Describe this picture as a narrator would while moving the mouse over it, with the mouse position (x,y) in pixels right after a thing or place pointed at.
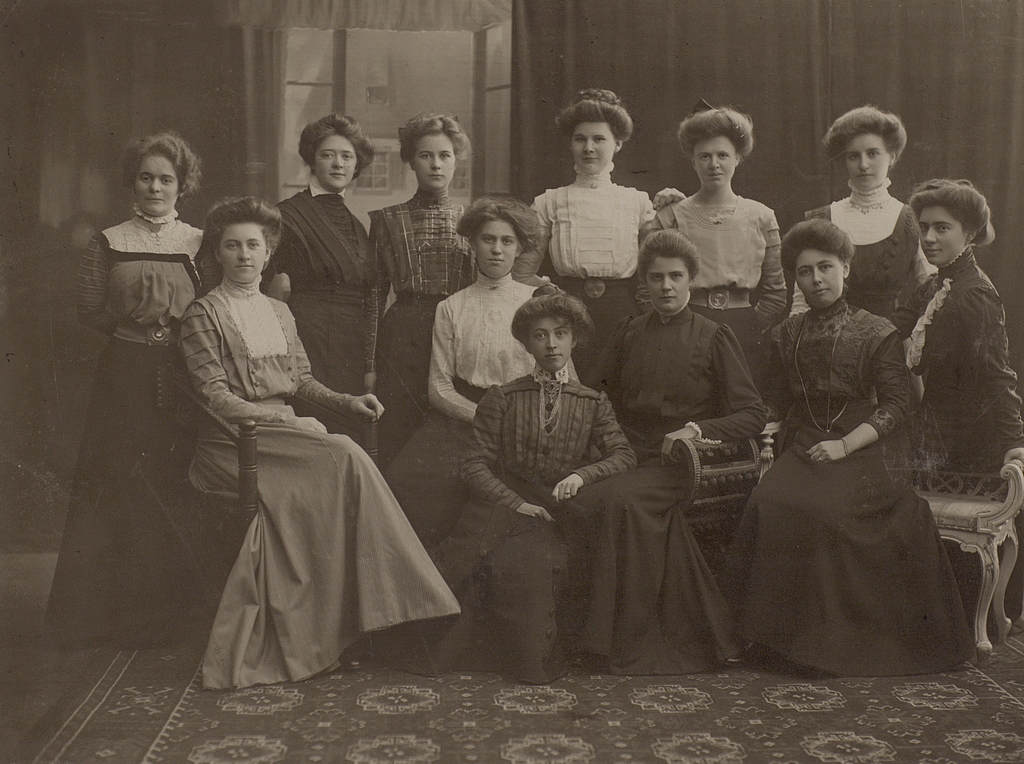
In this image I can see the group of people (375,393). Some people (561,497) are sitting on the chairs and few people (360,268) are standing. In the back (206,163) I can see the wall (707,89). And this is a black and white image.
